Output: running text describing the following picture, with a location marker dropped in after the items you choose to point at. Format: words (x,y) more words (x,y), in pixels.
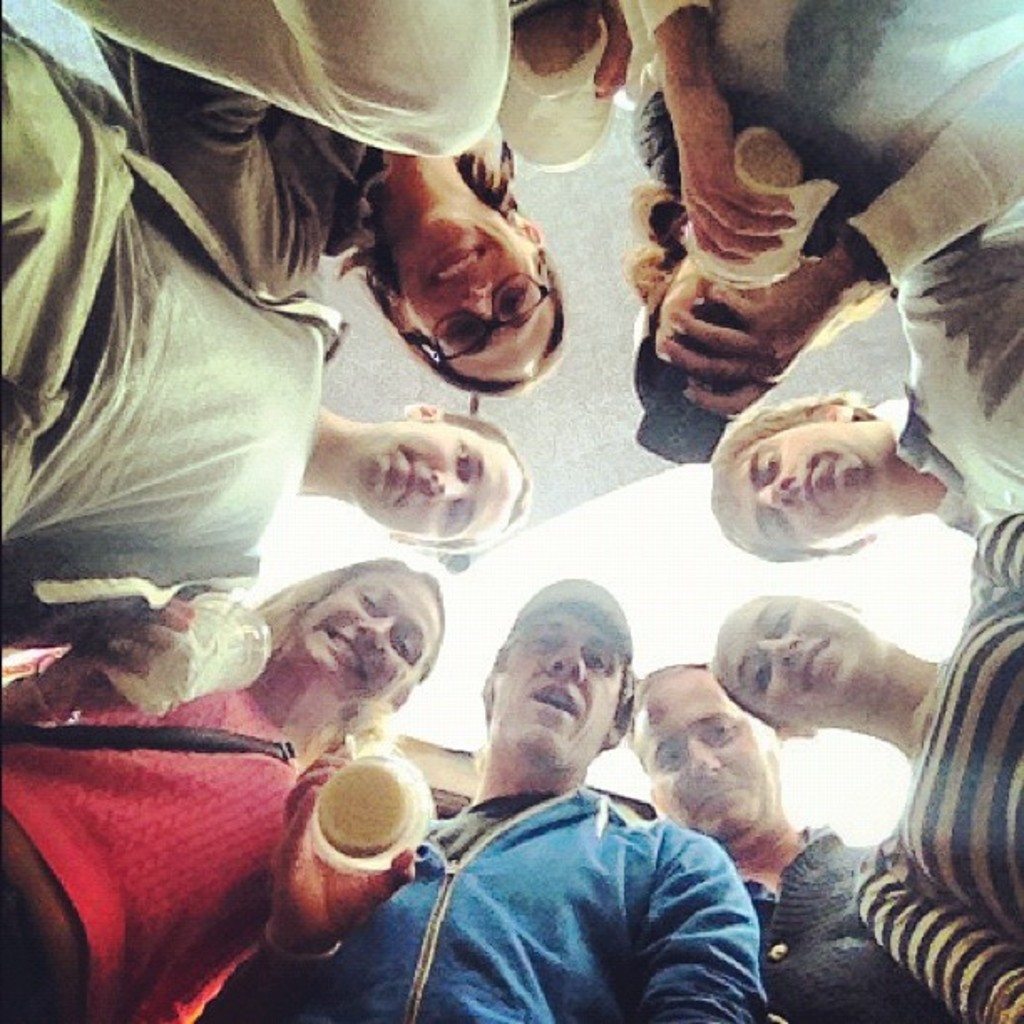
In this picture I can see few men (469,431) and few women (1016,739) standing and I see that few of them are holding cups (783,159) in their hands (756,324) and I see a person (756,200) holding a mobile like thing (724,310) and I see that it is white color in the background (661,516).
